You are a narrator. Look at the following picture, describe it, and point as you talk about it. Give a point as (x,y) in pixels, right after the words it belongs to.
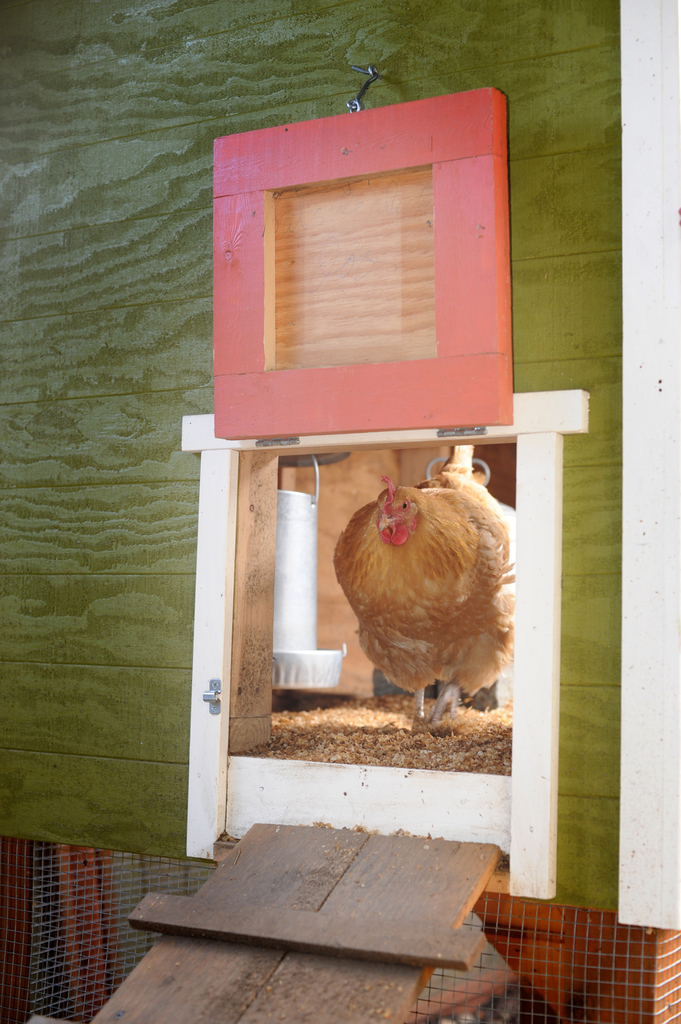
In this image I can see the hen (432,621) which is in brown color. It is inside the cage (152,589). The cage (106,575) is in white, green and red color. In-front of the cage (248,619) there is a brown color wooden surface (228,937) and net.
